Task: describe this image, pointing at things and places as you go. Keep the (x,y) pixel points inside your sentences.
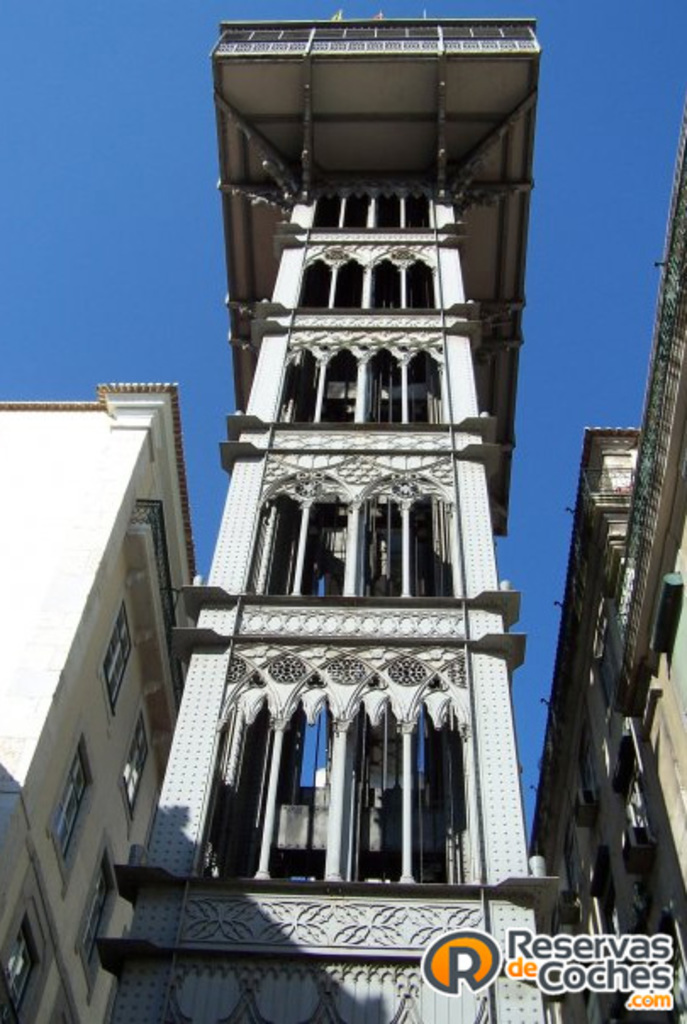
In this image there are so many buildings (336,945) and water mark (668,950) at the bottom (601,1007).
